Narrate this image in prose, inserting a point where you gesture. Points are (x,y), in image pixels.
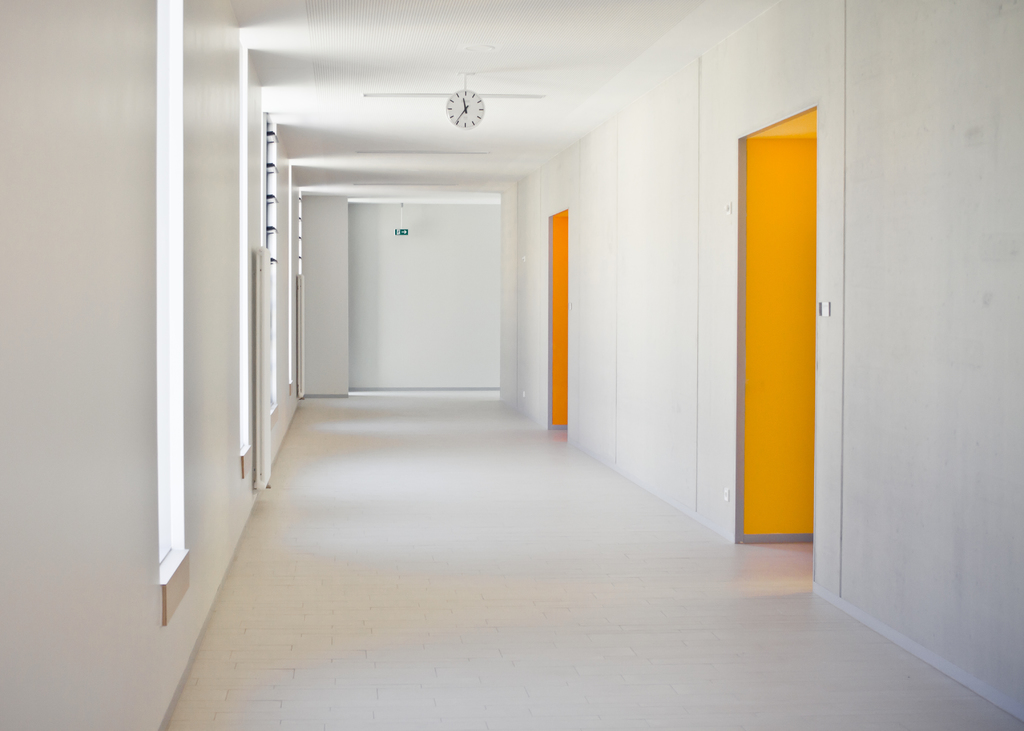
In this image we can see the inside view of the building (481,357) that includes rooms (563,323), clock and door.
